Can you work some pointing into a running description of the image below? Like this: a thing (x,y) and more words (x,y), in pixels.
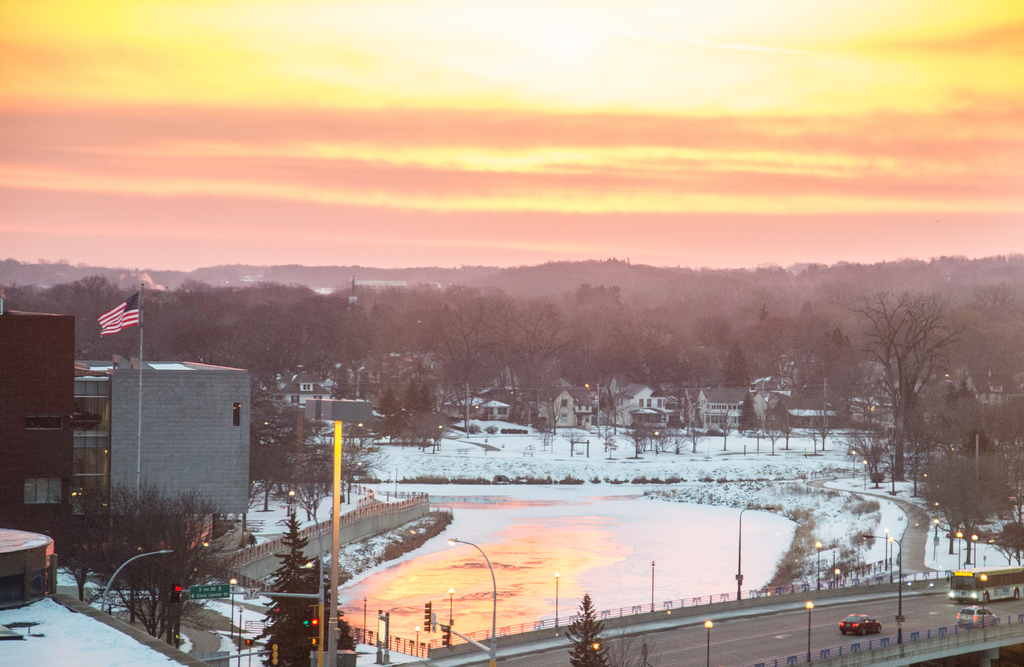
In the center of the image (376,385) there are buildings (128,404) and trees (754,333). At the bottom (894,604) there is a road (790,628) and we can see cars (866,628) and a bus (1002,580) on the road (678,638). There are poles (738,592) and we can see snow (659,492). On the left (128,311) there is a flag (138,321). In the background (118,239) there are hills (215,275) and sky (530,196).
